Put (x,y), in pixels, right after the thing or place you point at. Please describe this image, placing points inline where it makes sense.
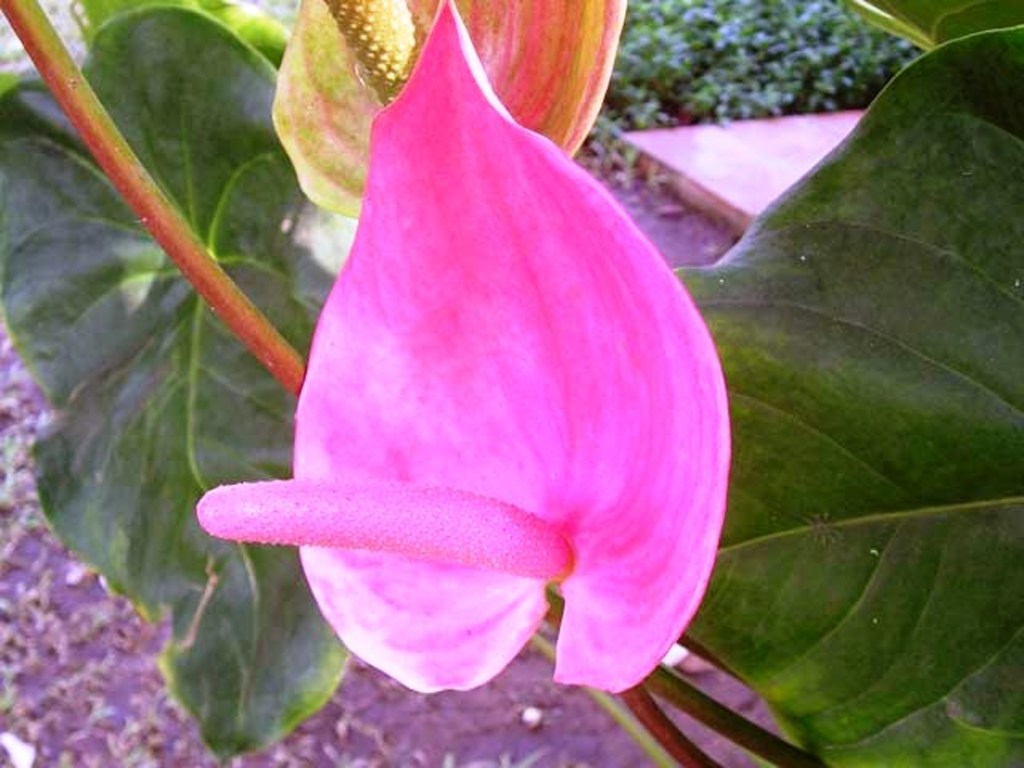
In this image we can see a flower (429,417) with stem (120,139) and leaves (929,460).
